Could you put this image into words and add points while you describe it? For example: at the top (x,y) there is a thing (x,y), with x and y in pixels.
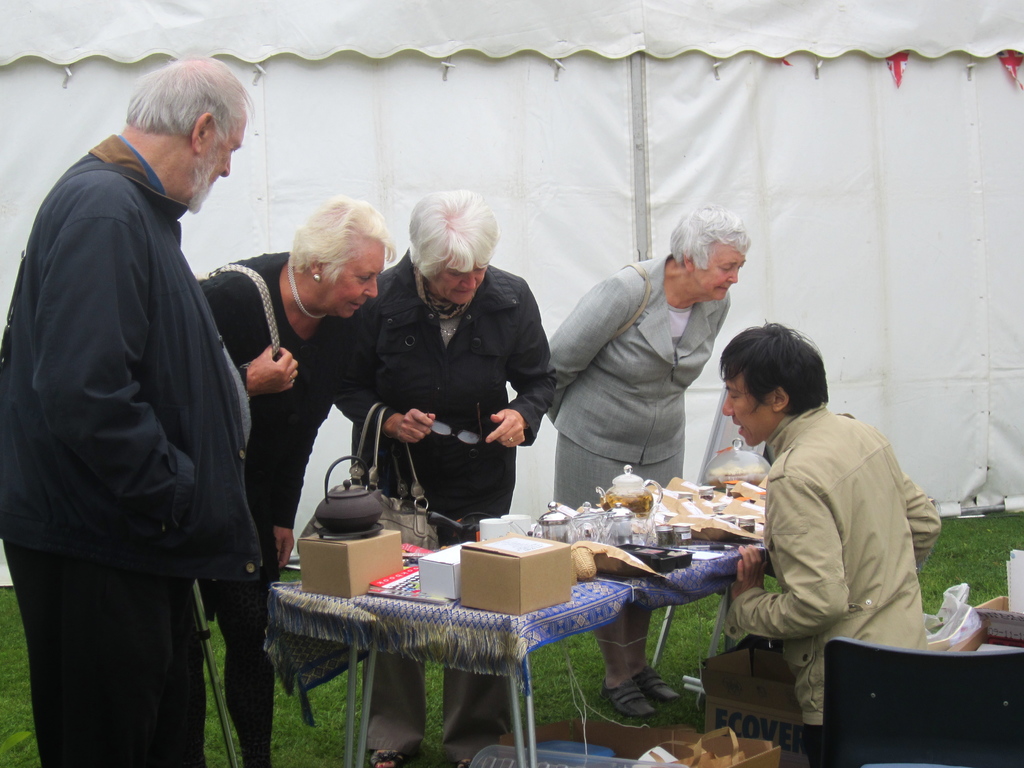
On the background of the picture (546,66) we can see a white colour tent (666,71). Here we can see persons (75,408) standing in front of a table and observing all the items (644,509) which are on the table (533,569). These are boxes (499,590). here we can see one man (789,562) staring at the table (657,505). This is a fresh green grass (326,733).
